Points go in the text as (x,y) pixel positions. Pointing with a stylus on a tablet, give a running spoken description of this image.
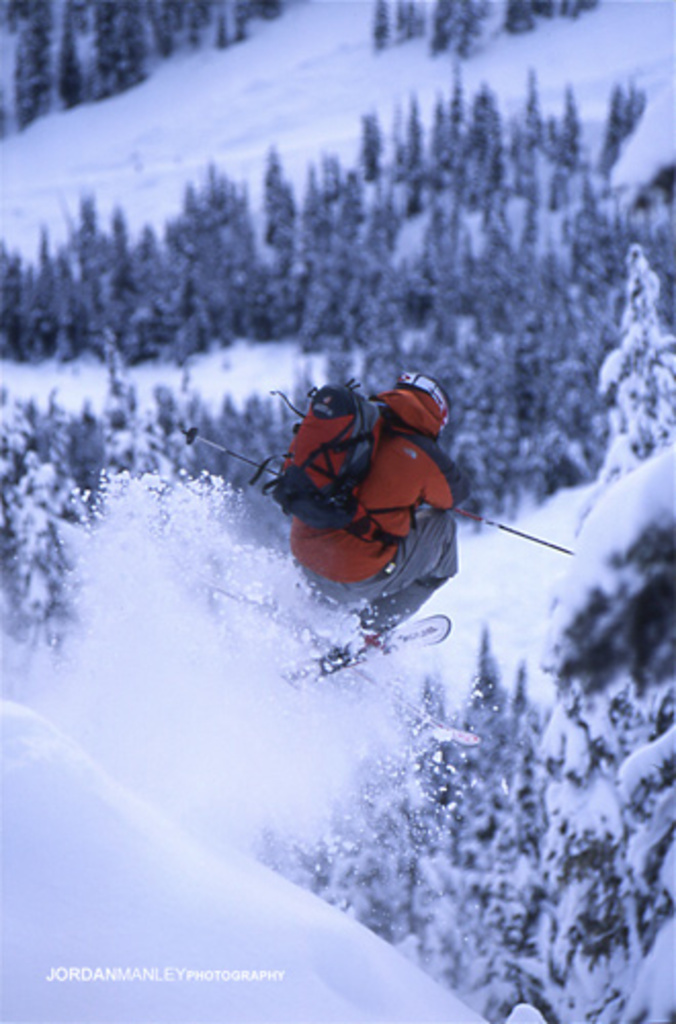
In this image we can see a person (412,393) wearing the bag (370,434) and holding the sticks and skiing. We can also see the trees (418,155) and snow (597,70). At the bottom (254,972) we can see the text (217,973).
